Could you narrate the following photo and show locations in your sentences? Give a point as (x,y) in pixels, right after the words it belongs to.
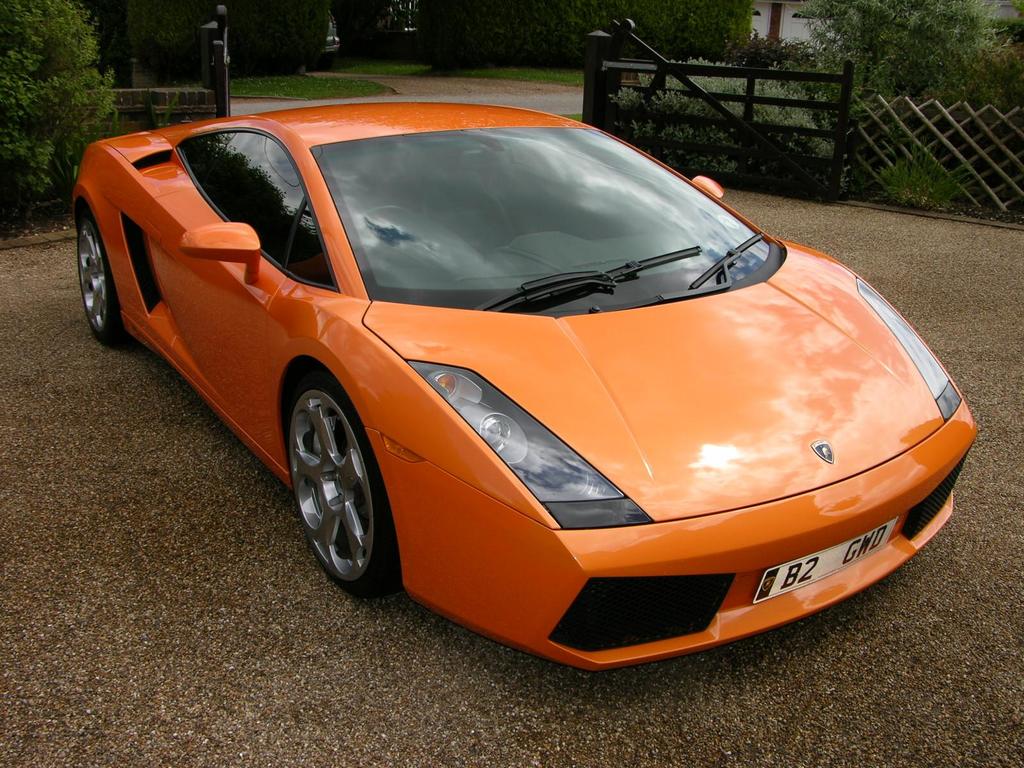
In this image there is an orange color Lamborghini car (495,371) in the middle (544,332). In the background (692,85) there are gates (654,85). On the right side (914,132) there is a wooden fence (967,134). On the left side (43,53) there are trees (21,73). Behind the gates (600,89) there is a road (483,84).
